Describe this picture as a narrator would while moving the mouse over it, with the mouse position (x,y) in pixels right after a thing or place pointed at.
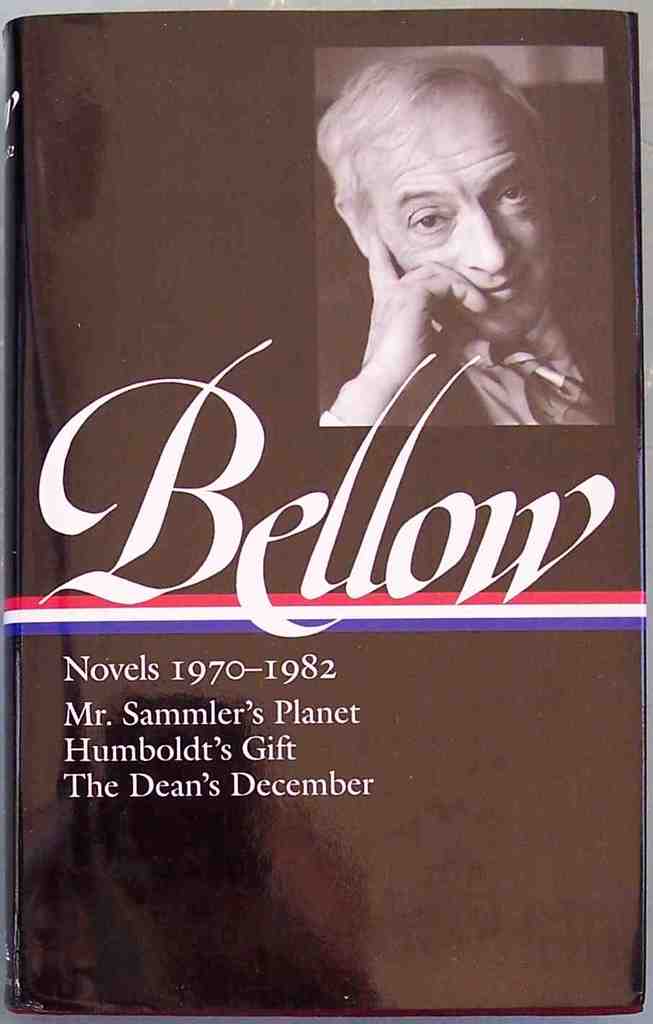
This is a book (359,767). In this book (359,760) there is an image (395,306) of a person (408,340). Also something is written on the book (217,687).
